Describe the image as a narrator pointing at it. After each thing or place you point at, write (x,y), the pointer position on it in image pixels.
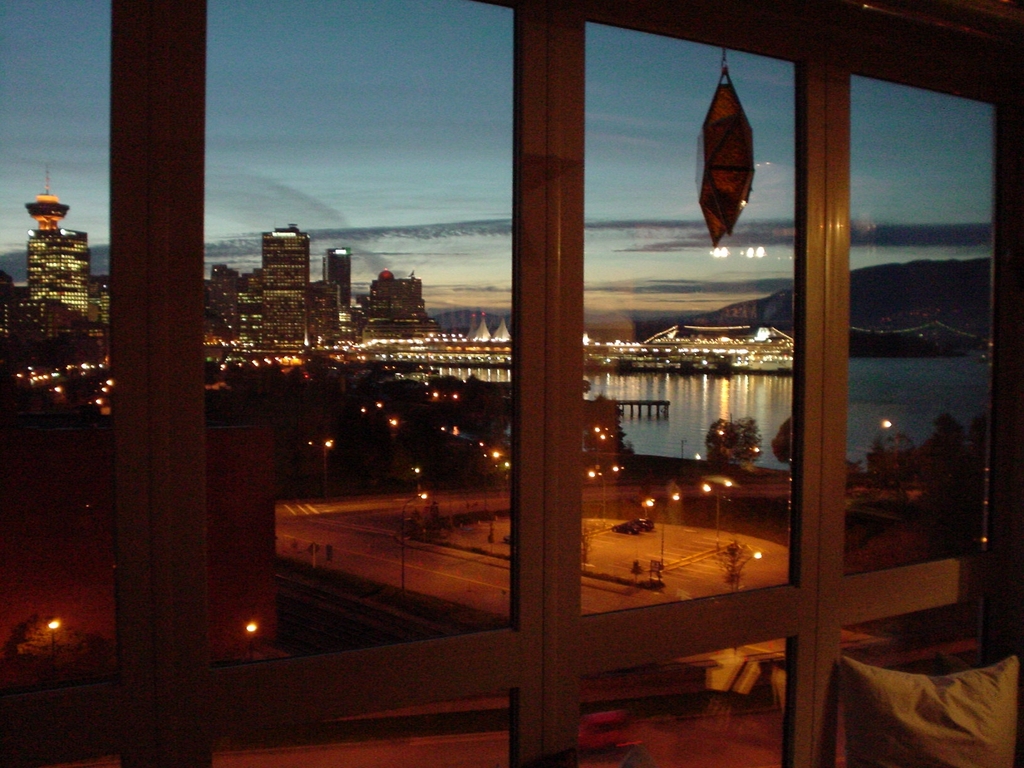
In this image there is a glass window (362,533) through that window (759,489), trees (432,452), light poles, buildings (353,348), river (926,369) mountain (893,291) and the sky (651,190) are visible.
